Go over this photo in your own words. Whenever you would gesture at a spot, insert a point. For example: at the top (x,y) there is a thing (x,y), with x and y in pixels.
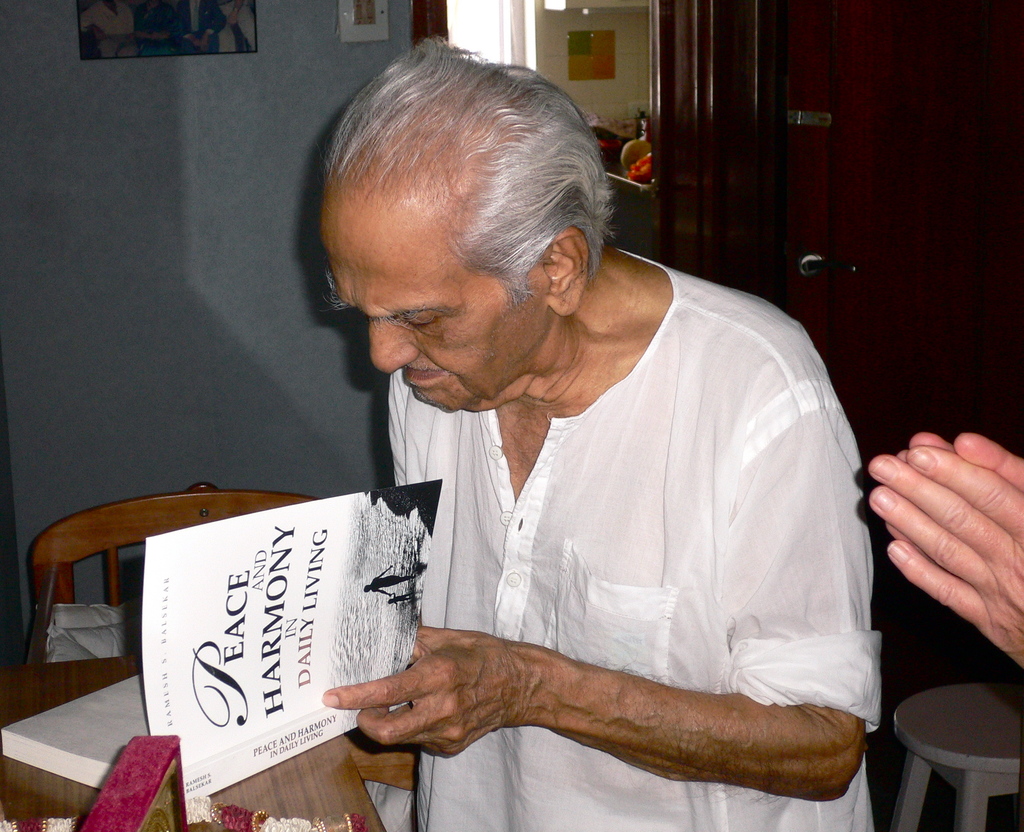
In the center of the picture (558,394) there is a man (560,408) holding a book (295,668). On the left (100,792) there are table (88,803), chair (88,555), garland (196,816) and other objects (102,825). On the right (952,522) there is a person's hand (972,517) and there is stool (1000,767). In the background (721,58) there are door (789,10), wall (313,45), frame (236,35), window (501,26) and other objects (598,67).
